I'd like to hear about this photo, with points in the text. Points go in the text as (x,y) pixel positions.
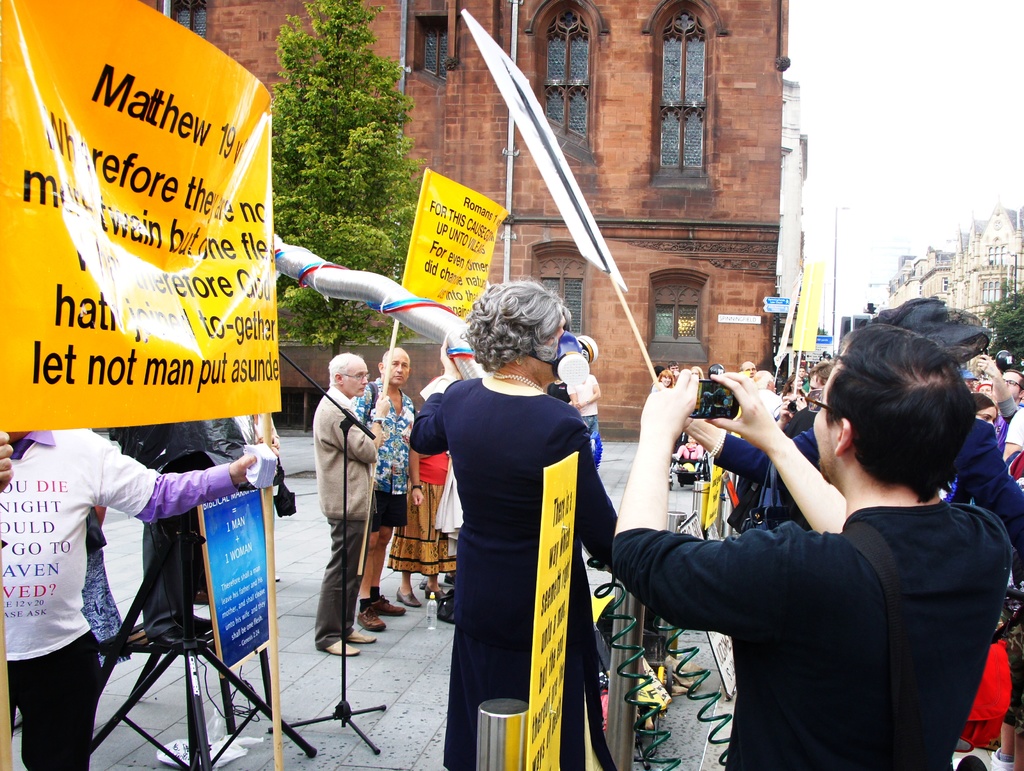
In this picture we can observe some people (522,424) standing. On the right side (888,431) there is a person (798,450) standing, taking photograph with his mobile (714,407). We can observe yellow color posters (204,252) fixed to the sticks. There are men (49,470) and women (492,458) in this picture. There are trees (359,211). We can observe buildings (773,261) here. In the background (918,151) there is a sky (885,111).
